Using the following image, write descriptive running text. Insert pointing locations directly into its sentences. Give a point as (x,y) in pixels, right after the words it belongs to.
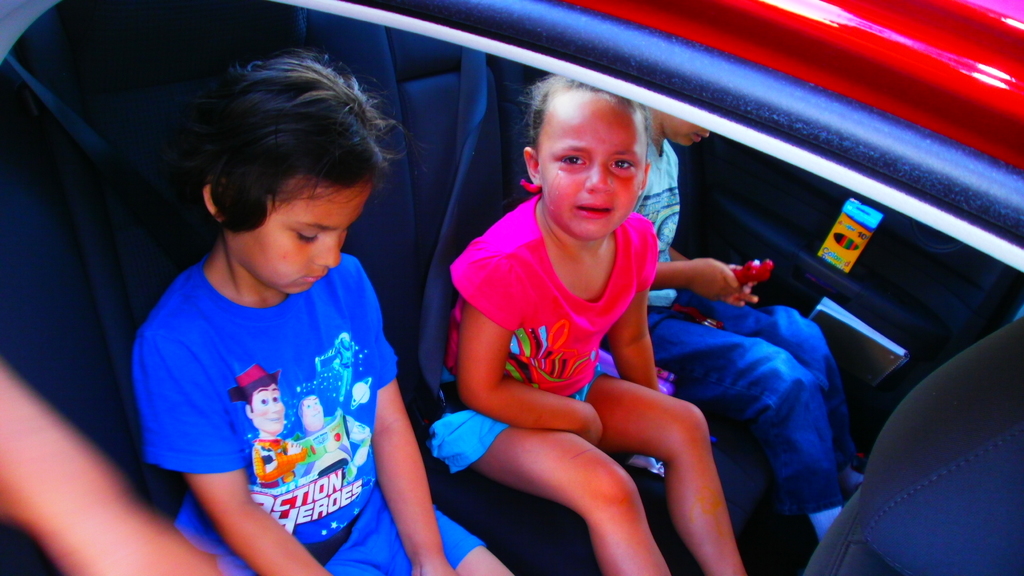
There are three kids (656,246) sat in the car (435,306), The first kid (330,343) was wearing a blue (297,347) having action heroes (317,487) on it is seeing downwards and the other kid (473,298) who is wearing pink dress (539,309) is crying and the third kid (663,205) who is wearing light blue dress (650,203) is playing with a toy (747,264) and there are also sketch pens (828,239) and a book (873,340) on the right side (848,240) and the color of the car (871,87) is red.
